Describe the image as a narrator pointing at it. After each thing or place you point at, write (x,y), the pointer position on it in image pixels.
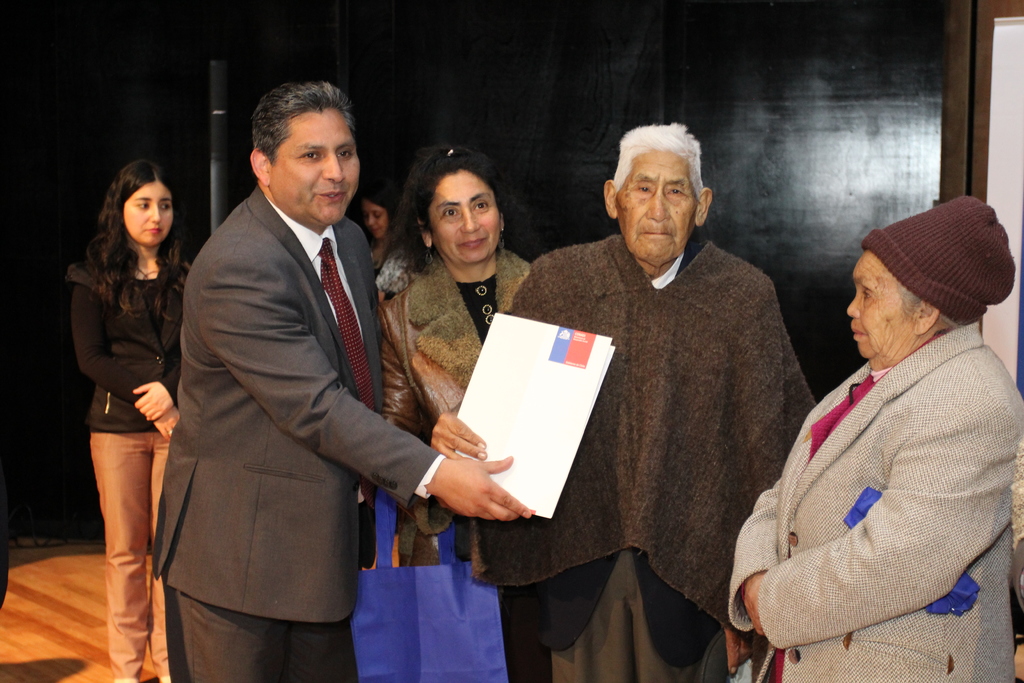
In this picture we observe a guy (285,303) who is presenting a sheet (533,354) to an old man (658,248) and in the background (512,244) we observe few woman (432,186) standing.
